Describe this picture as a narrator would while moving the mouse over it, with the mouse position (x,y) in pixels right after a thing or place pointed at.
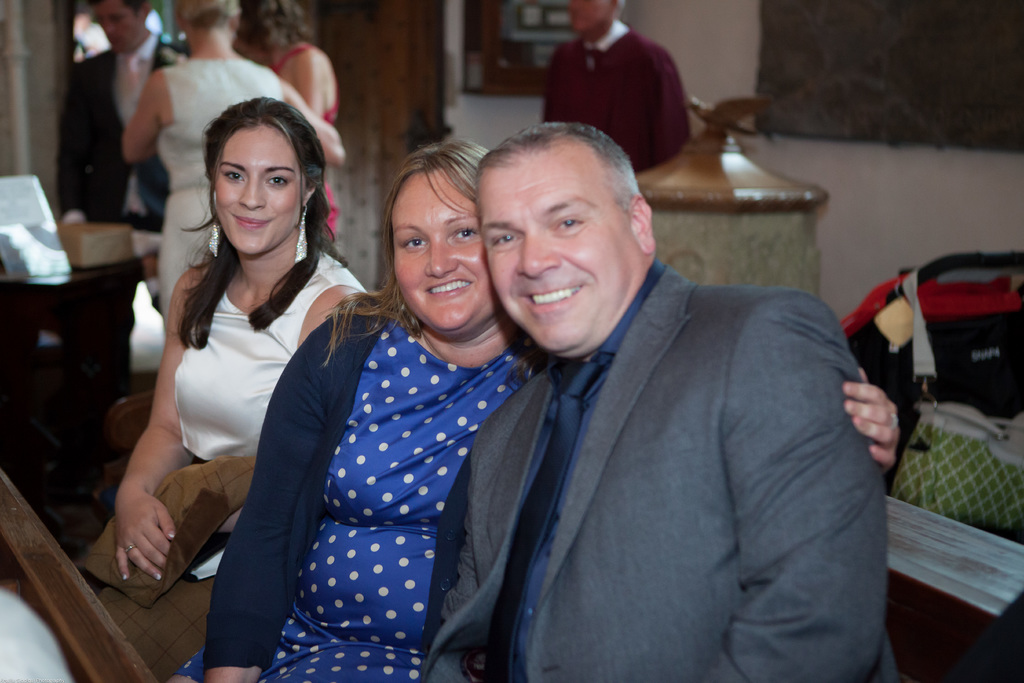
In front of the image there are three persons (541,514) sitting. Behind them on the right side of the image (968,439) there are bags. And there are few people (312,87) standing in the background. And there is a wall (532,100) with few objects (541,86) and there is a door (436,39). And there are few other things (692,187) in the background (718,195).
